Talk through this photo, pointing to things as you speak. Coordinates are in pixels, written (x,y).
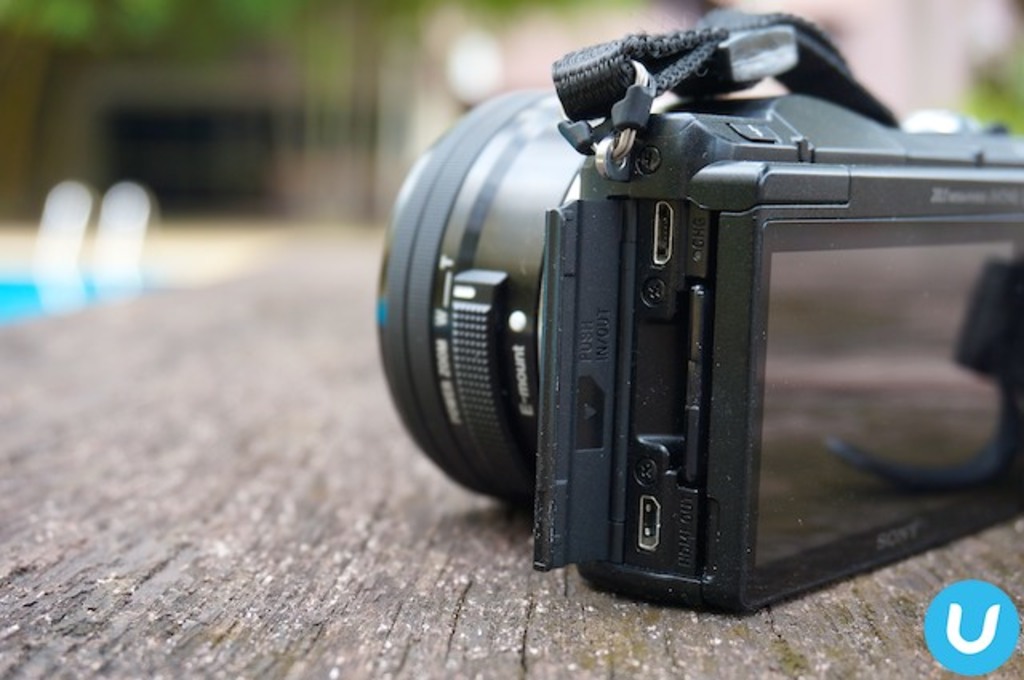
As we can see in the image in the front (788,327) there is a camera (632,441). In the background (377,60) there are buildings (134,122) and the background (173,32) is little blurred.
